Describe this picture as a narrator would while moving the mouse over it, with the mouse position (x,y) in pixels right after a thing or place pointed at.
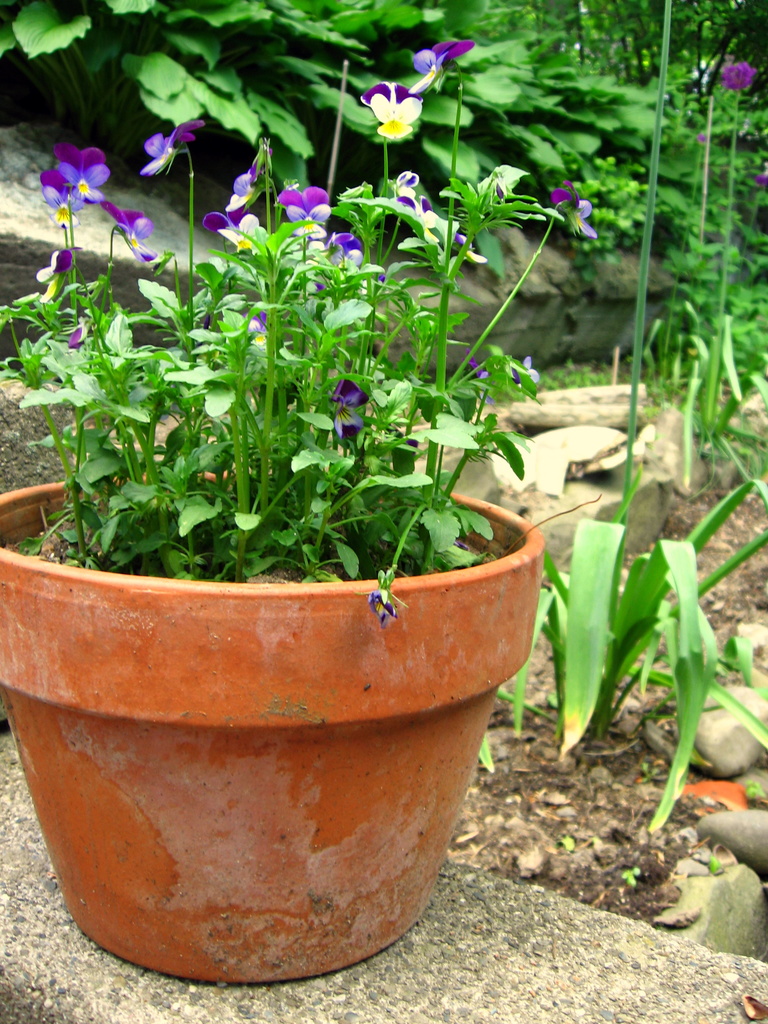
In this picture we can see a house plant (228,740) on a platform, where we can see flowers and in the background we can see plants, some stones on the ground (460,830).
